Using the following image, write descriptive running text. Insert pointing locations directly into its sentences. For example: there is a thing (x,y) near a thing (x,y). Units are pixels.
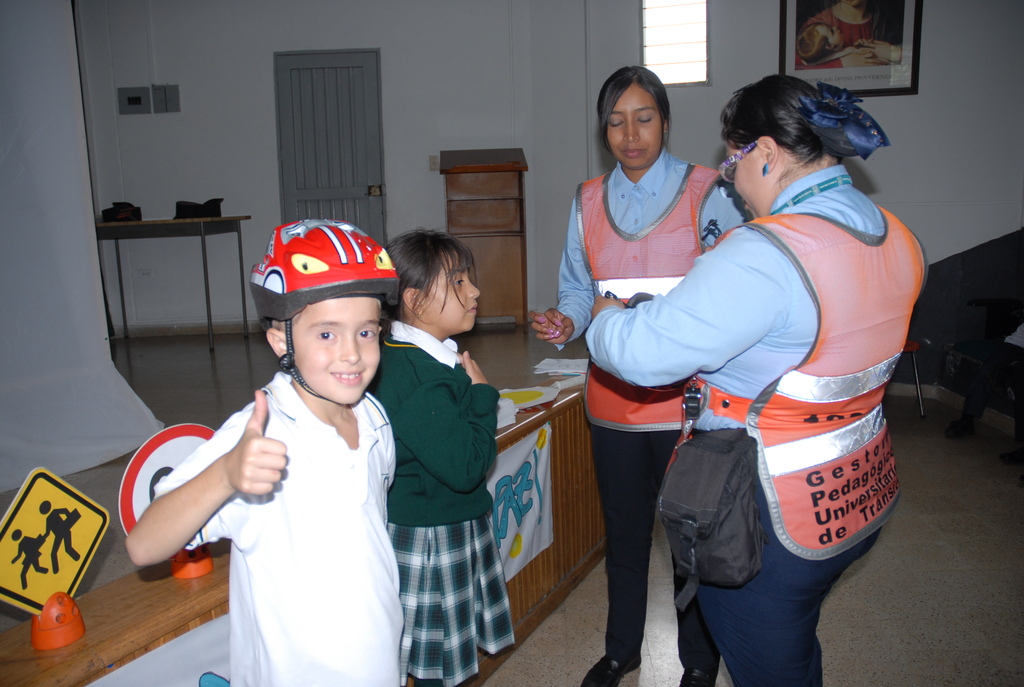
In this image we can see a group of people (657,472) standing on the floor (834,639). One woman (820,605) is carrying a bag (741,520). one boy (330,428) is wearing a helmet (330,282). In the background (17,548), we can see sign boards (56,638) and some papers (561,364) on the table (529,375), a banner (545,455) with some text (212,683). In the background (855,55), we can see a photo frame (916,90) on the wall (896,135), a chair (980,342) placed on the ground (827,625), windows (657,62), a podium (476,200) a table (174,230) and a door (354,169).
